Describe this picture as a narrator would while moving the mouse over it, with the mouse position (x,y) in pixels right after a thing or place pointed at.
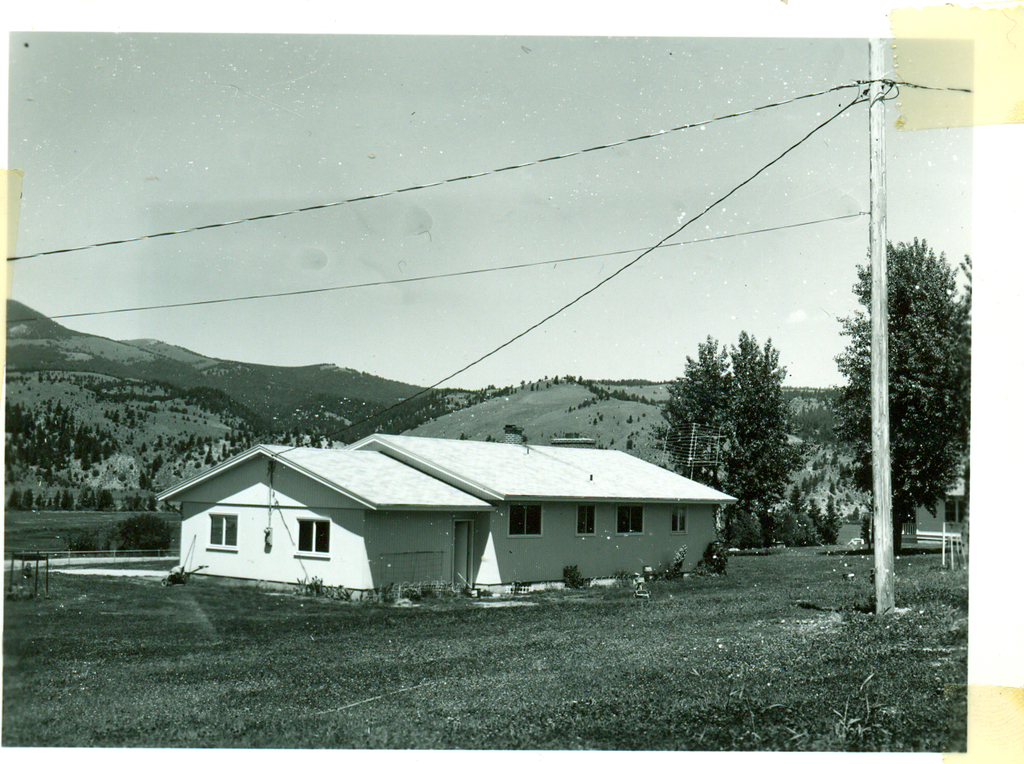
In this image in the center (528,466) there is home (435,519). In the background (765,429) there are trees (741,419). In the front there is a pole (886,486). On the ground (678,670) there is grass (678,670) and the sky (407,116) is clear.
